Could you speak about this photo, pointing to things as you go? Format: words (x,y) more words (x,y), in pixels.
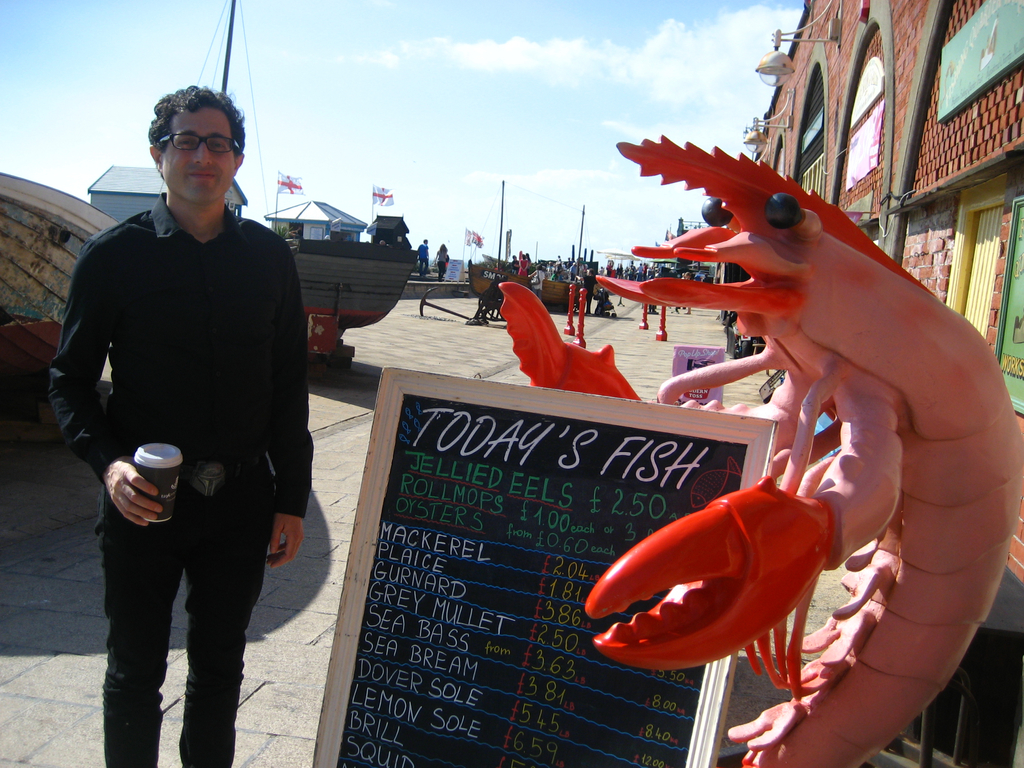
In this image we can see a person (102,348) wearing black color dress (145,399) holding coffee (173,450) in his hands (144,521) standing near the menu board (519,611) there is some different shape of a creature (877,438) near the board (725,452) and in the background of the image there are some persons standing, walking there are some shops (676,268), houses (380,227) and top of the image (554,86) there is clear sky (554,86).
